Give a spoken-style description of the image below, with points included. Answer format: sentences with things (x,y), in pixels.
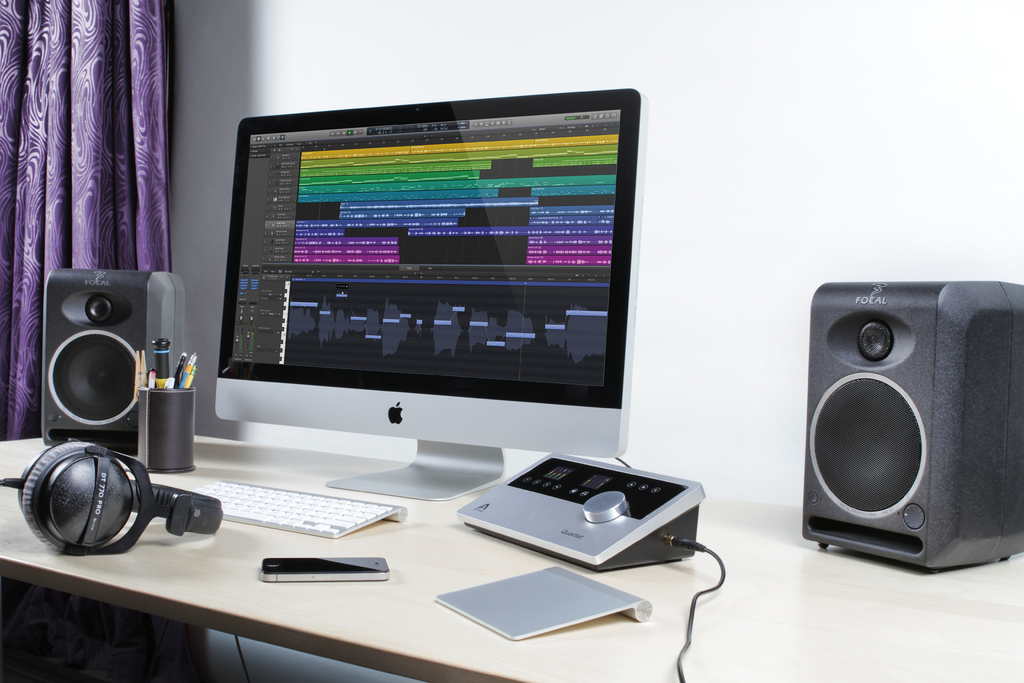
At the bottom of the image (856,614) there is a table (586,642), on the table (490,641) there is a keyboard (350,503) and mobile phone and speakers (951,428) and pens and there are some electronic devices (87,512) and screen (462,135). Behind them there is wall (984,6) and curtain (76,34).
